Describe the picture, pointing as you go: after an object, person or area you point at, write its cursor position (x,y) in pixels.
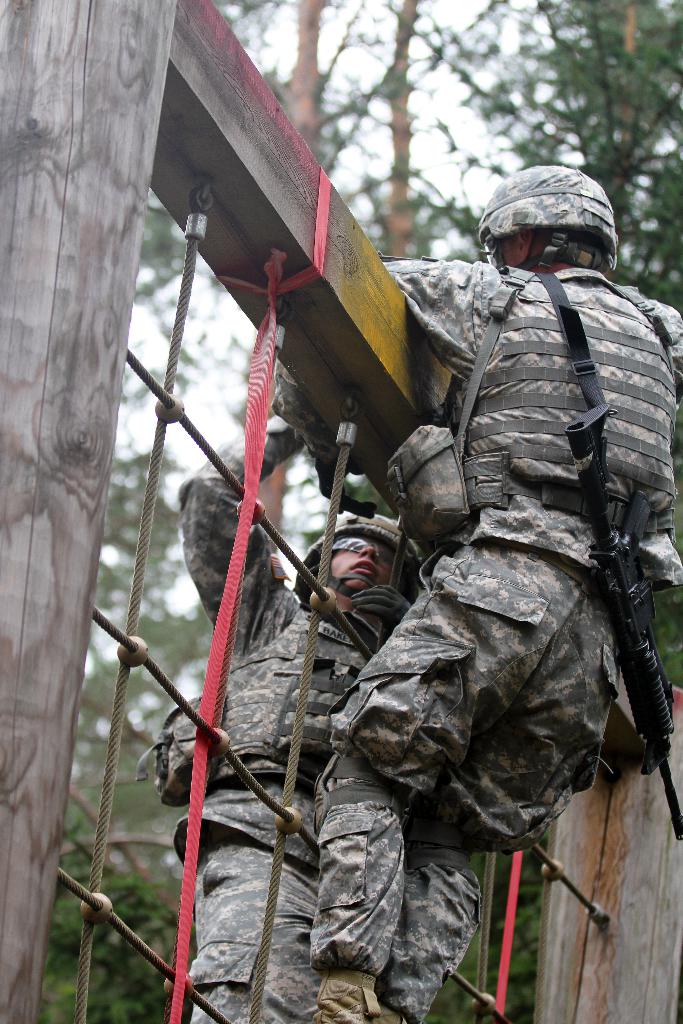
In this picture I can see there are two people (418,631) climbing ropes (148,524), it is attached to the wooden frame (108,200). The people (504,656) having weapons (661,675), glasses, helmets (556,226) and there are trees (405,192) in the backdrop (577,64).
